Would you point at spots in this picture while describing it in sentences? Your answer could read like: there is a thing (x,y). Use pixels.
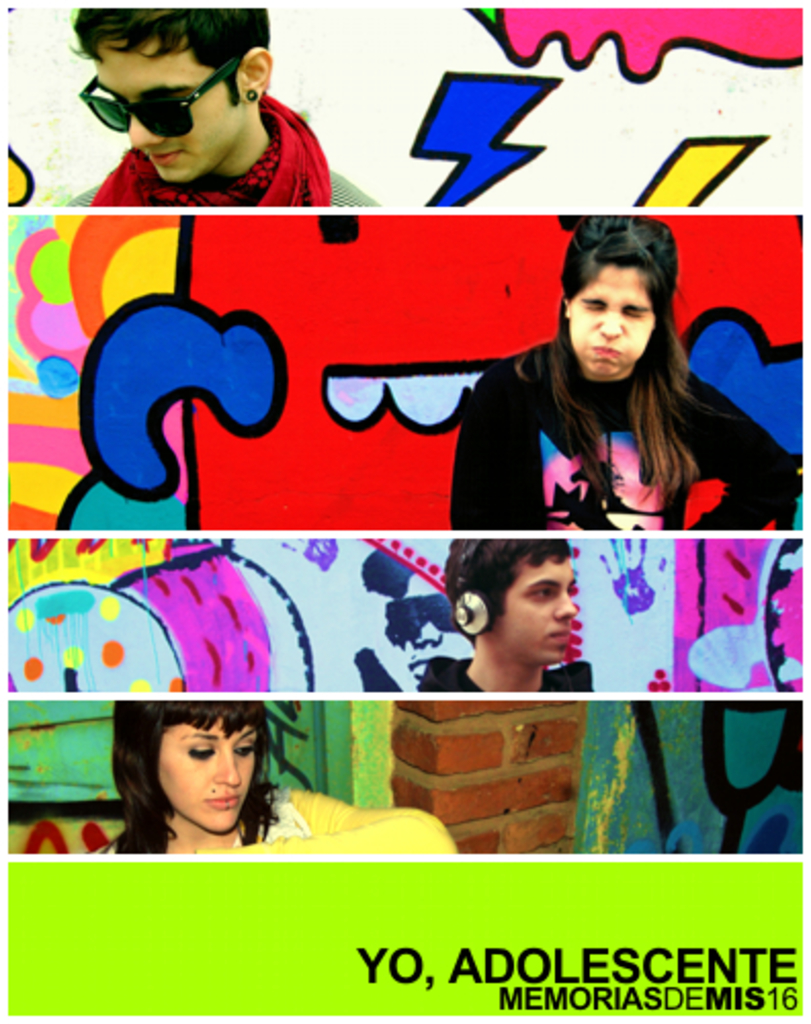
In the picture we can see four photographs (742,363) of two men (175,10) and two are women (663,275) standing near the painted wall (369,60).
